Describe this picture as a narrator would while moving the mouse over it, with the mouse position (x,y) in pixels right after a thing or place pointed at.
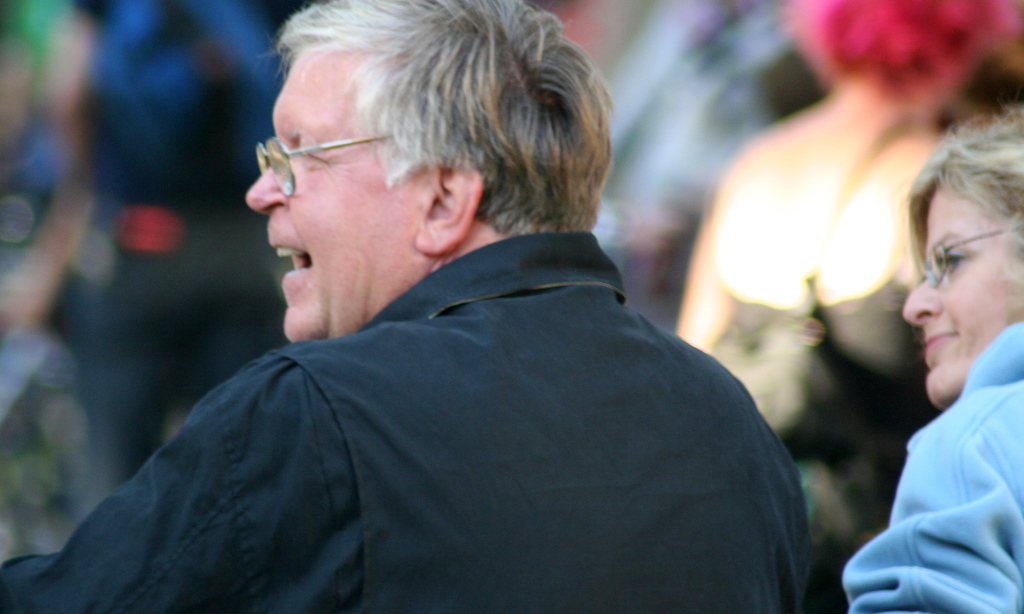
In this picture, there is a man (431,507) wearing a black shirt (397,430) and facing backwards. Towards the right (978,421), there is a woman (904,492) wearing blue dress (939,466).
